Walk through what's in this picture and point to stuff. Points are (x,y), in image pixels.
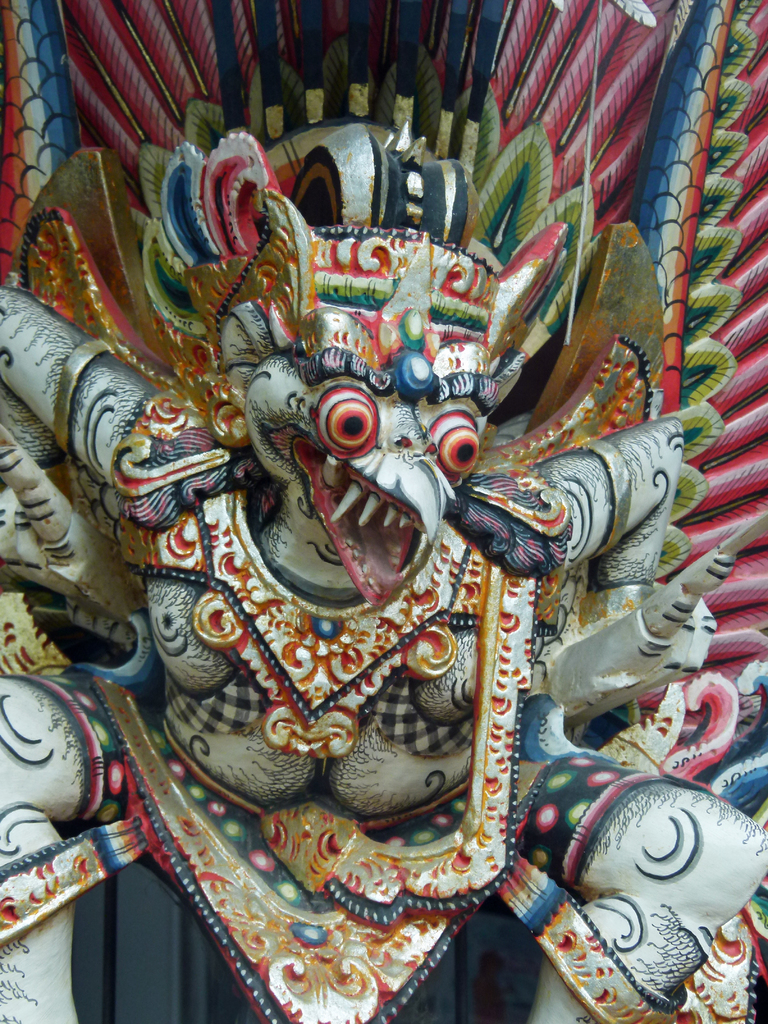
In this image I can see a statue (326,583) of a bird (363,589) which is white, red, black, orange and gold in color. I can see two legs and two hands (641,579) to the statue (89,542). In the background (38,159) I can see its feathers (142,87) which are red, blue and cream in color.
